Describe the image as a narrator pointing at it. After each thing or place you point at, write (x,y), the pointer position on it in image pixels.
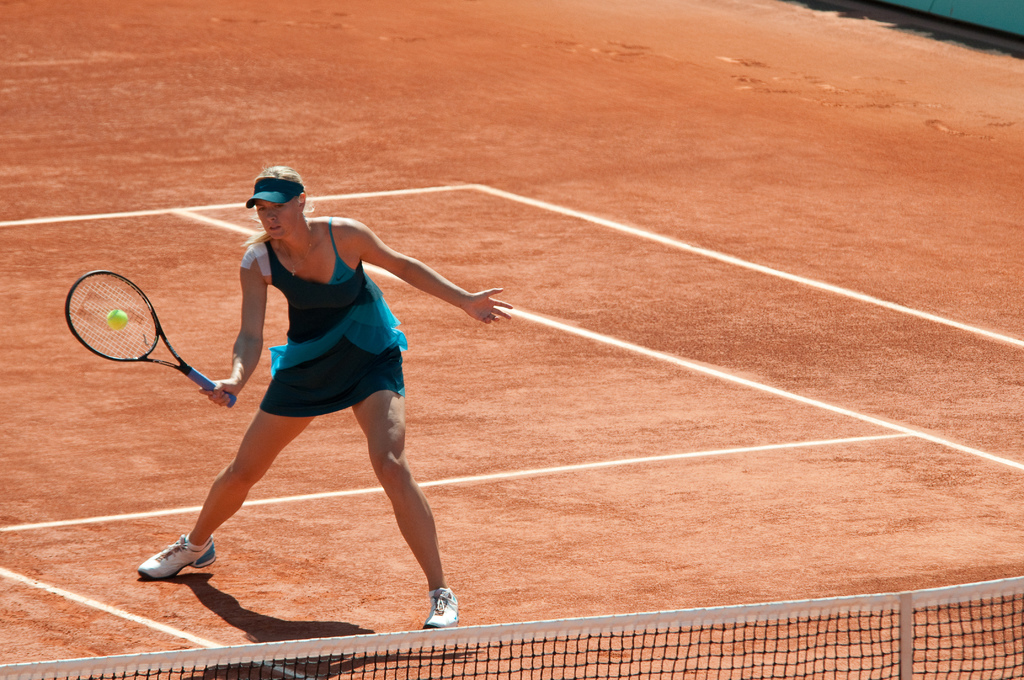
In this image I can see a person (285,225) wearing a skirt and cap (280,192) playing a game on the ground (587,398) at the bottom (901,672) I can see fence (932,672) and the woman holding a bat (152,336) and I can see a ball (115,316).
